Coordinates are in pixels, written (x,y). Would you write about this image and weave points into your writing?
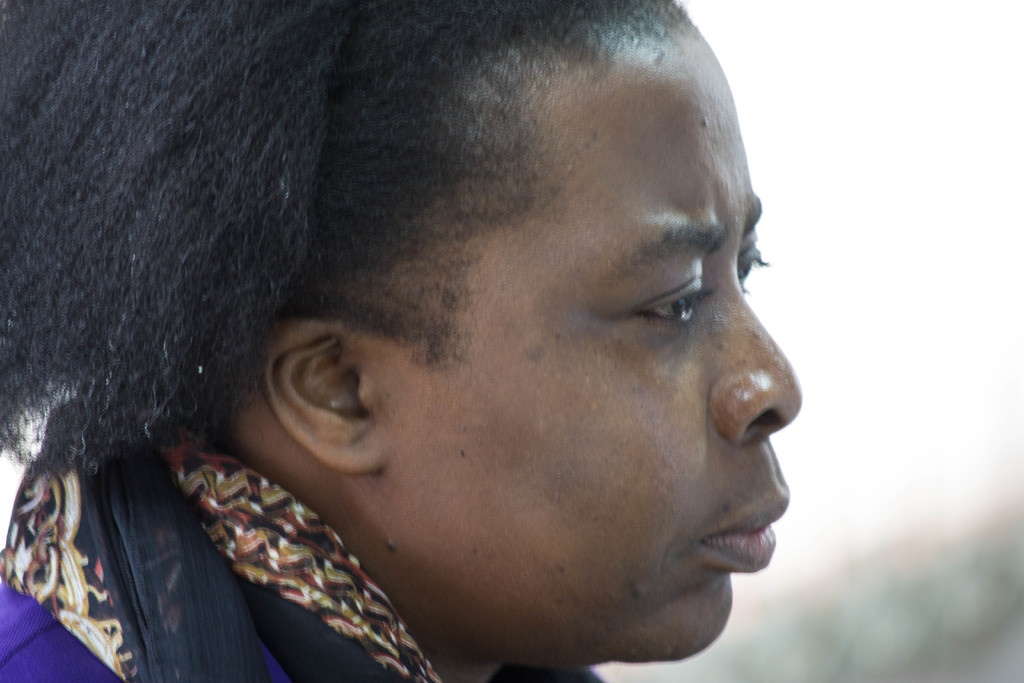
In this picture we can see a person's face (479,490) in the front (517,608), there is a blurry background (842,308).
